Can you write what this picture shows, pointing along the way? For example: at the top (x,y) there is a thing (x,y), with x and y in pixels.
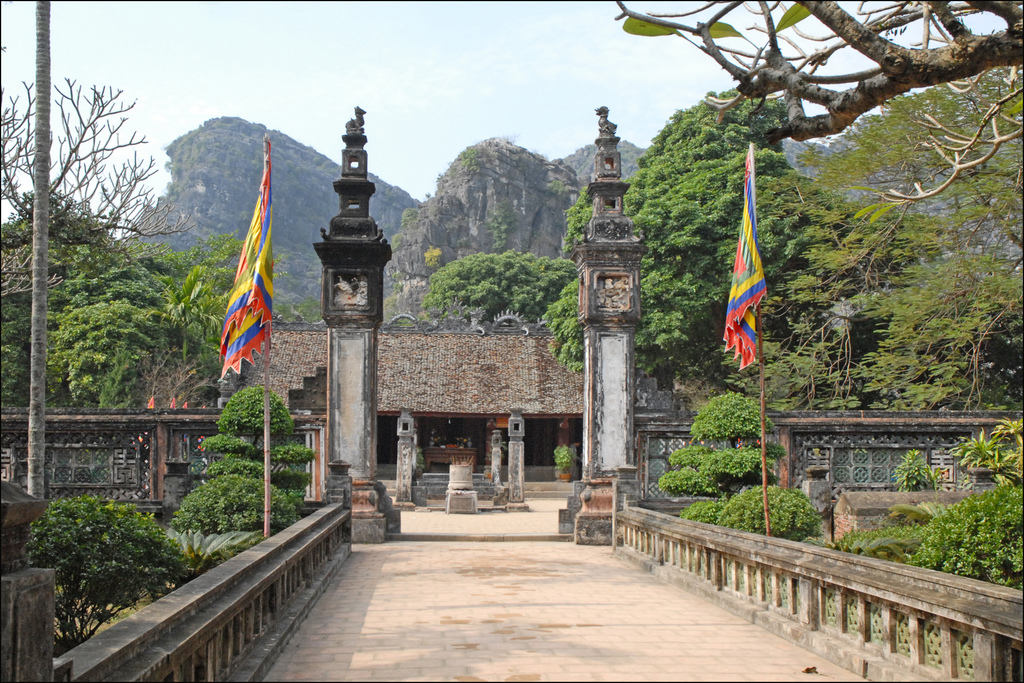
In the image there is path (460,584) in the middle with plants (110,602) on either side with fence (302,530), there are flags (752,316) behind the fence (782,542), in the front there is an ancient home (451,405) with mountains (473,199) and tree (702,155) behind it all over the place and above its sky (325,61).
